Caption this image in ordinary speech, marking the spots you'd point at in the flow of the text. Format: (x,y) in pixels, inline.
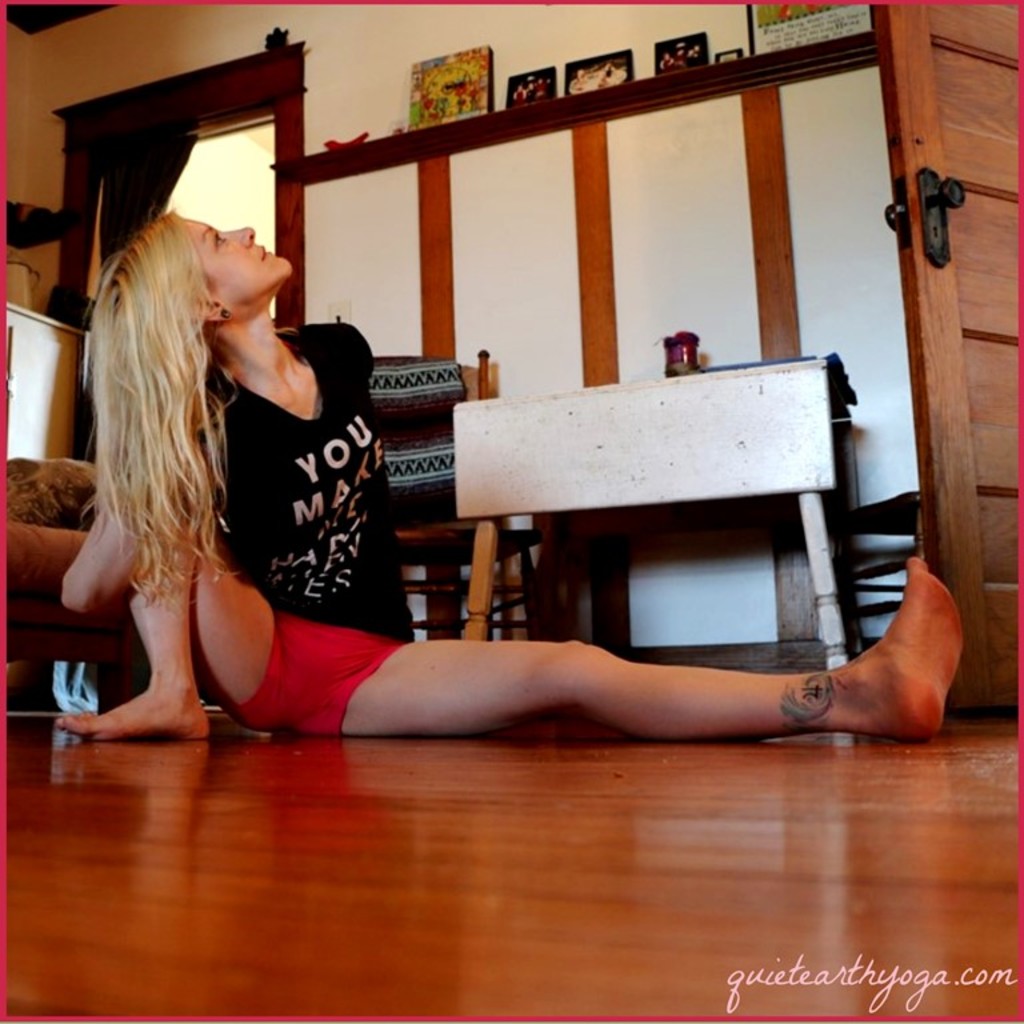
There is a woman (298,563) sitting on the floor (367,767), wearing a black t shirt (317,501). In the background (406,275) there is a wall (389,228) and some photo frames (544,94) on the shelf (527,119) here.
